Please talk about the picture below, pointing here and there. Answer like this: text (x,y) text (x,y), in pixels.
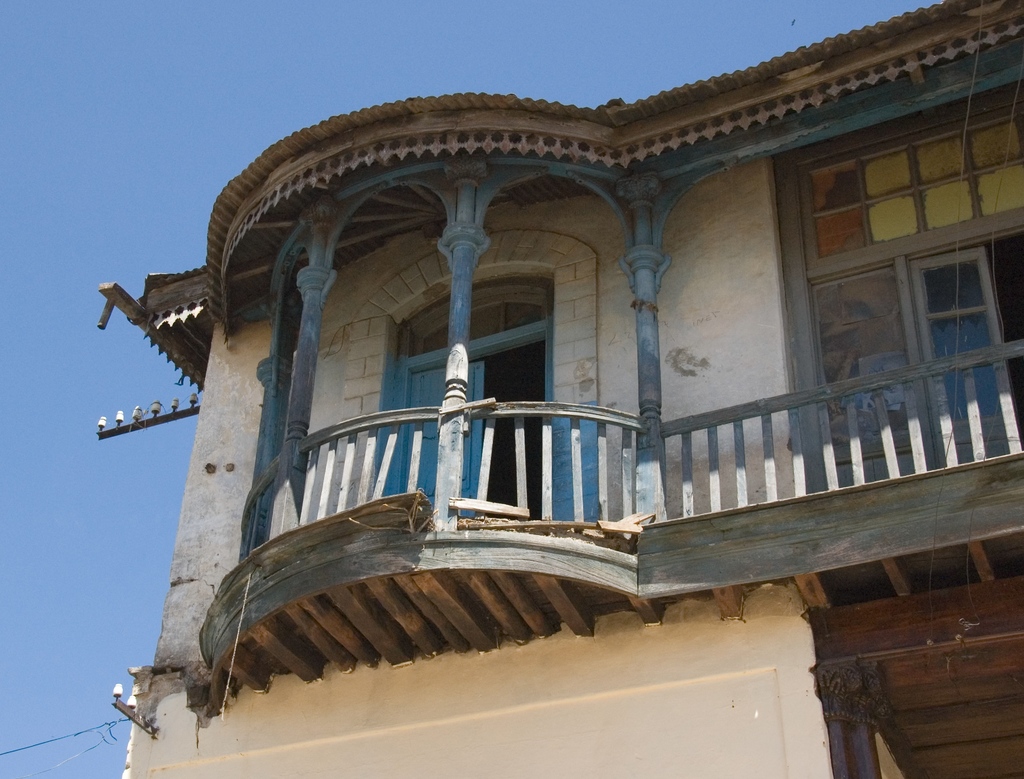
In the foreground of this image (707,407), there is a building (451,486) with wooden railing (692,421), windows (913,355) and a door (469,380). On the top (234,67), there is the sky (232,64).
